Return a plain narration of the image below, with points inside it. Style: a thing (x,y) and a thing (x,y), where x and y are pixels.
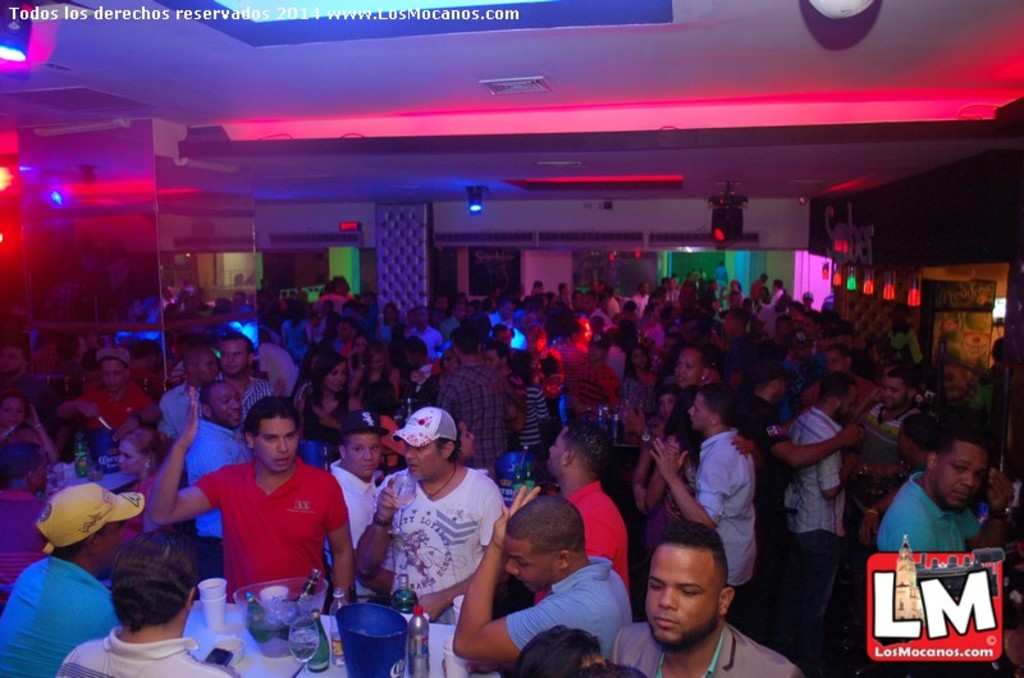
This is an inside view. At the bottom (29,469) I can see a crowd of people (441,381) standing. At the bottom (263,668) there is a table (237,631) on which few glasses (202,583) and bottles (257,600) are placed. Around the table (438,641) few people (222,554) are standing. In the background (980,204) there is a wall (693,264) and few light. At the top (469,75) I can see the roof (302,98). In the bottom right (893,615) there is a logo (964,629).
